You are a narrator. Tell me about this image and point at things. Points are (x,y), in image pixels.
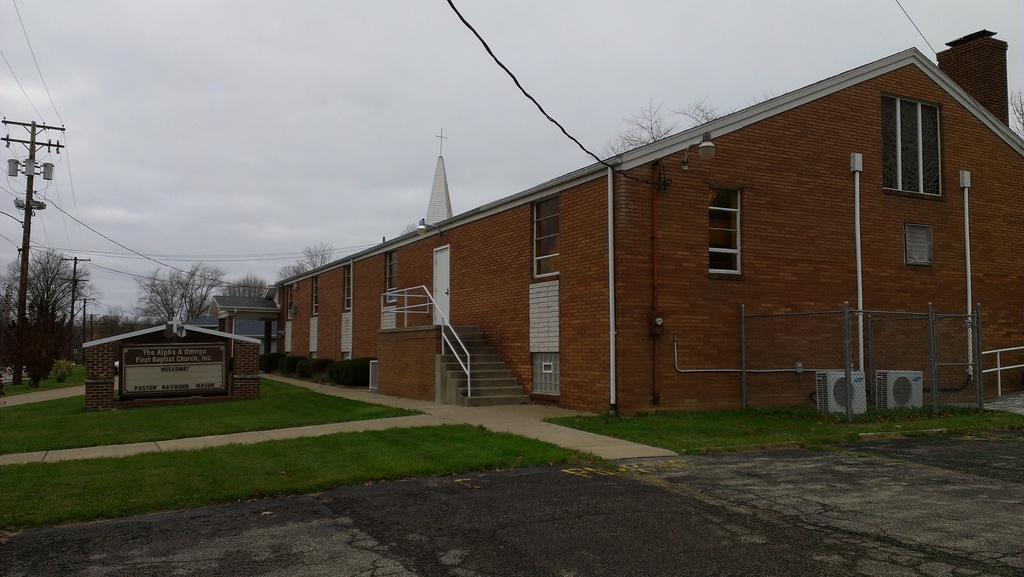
In this image we can see a building (570,280) with windows (390,273) and doors (443,290) with a staircase (456,328), metal barricade (405,305) a fence (945,349) and two air conditioners (856,396) are placed on the ground (918,410). To the left side (204,359), we can see a signboard (192,373) with some text (176,361) on it, group of poles (82,306), trees (150,314) and the sky (270,176).
